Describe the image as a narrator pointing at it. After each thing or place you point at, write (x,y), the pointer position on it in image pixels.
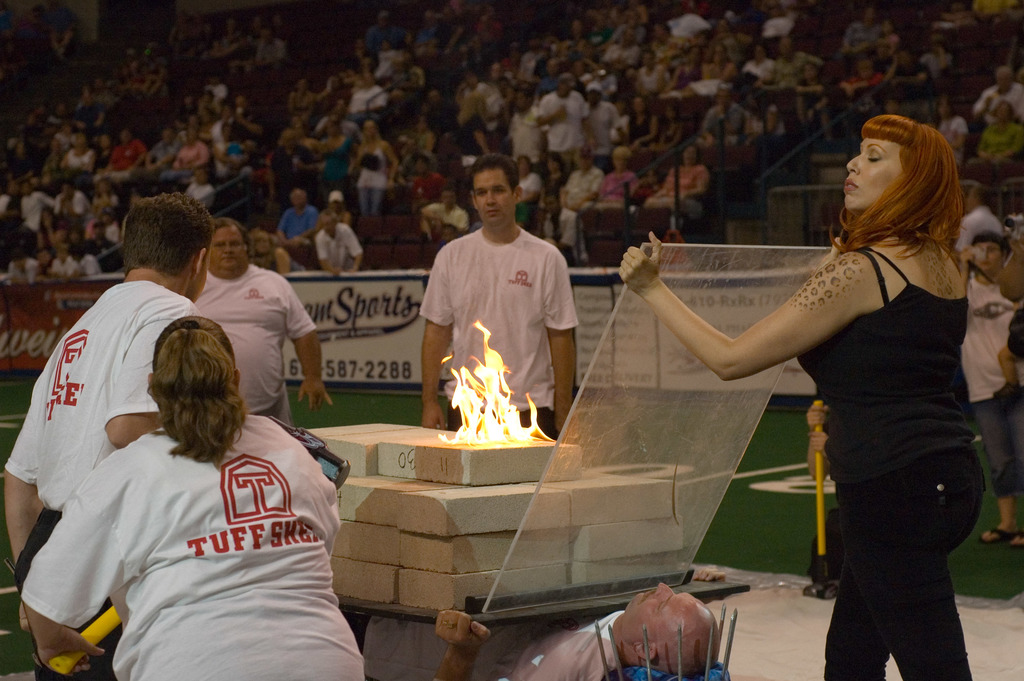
This picture seems to be clicked inside the hall (71,344). In the foreground (587,637) we can see a person (553,636) lying and holding some objects (744,591) and we can see the fire (463,417) and we can see the bricks (358,507) are placed on the top of the person (577,648). On the right (846,204) there is a woman (850,203) wearing black color T-shirt (899,374), standing and holding an object (597,460). On the left (220,511), we can see the group of people (254,600) wearing white color T-shirt (122,340) and seems to be standing. In the background (647,61), we can see the group of people (568,108) seems to be sitting on the chairs (812,46) and we can see the stairway (819,152), handrails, text (327,310) on the banners (760,315) and many other items (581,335).
